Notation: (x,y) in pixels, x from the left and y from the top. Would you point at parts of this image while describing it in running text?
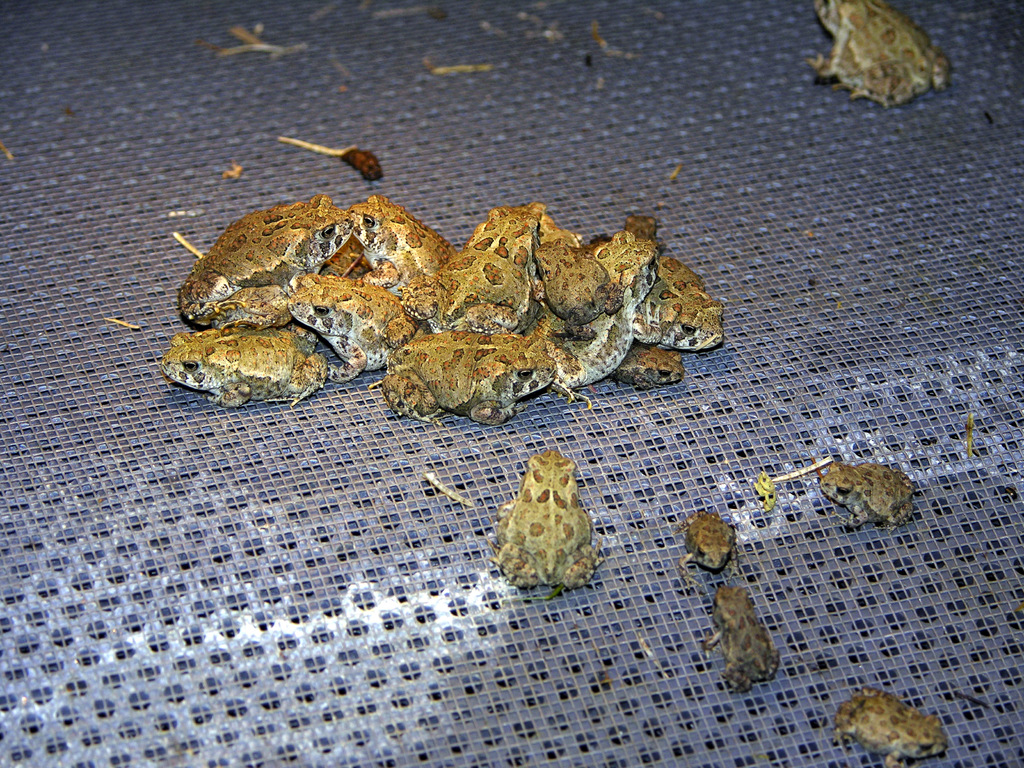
In this picture I can observe some frogs (255,244) on the floor (186,142). These frogs (391,231) are in brown color. The floor (735,138) is in purple color.
